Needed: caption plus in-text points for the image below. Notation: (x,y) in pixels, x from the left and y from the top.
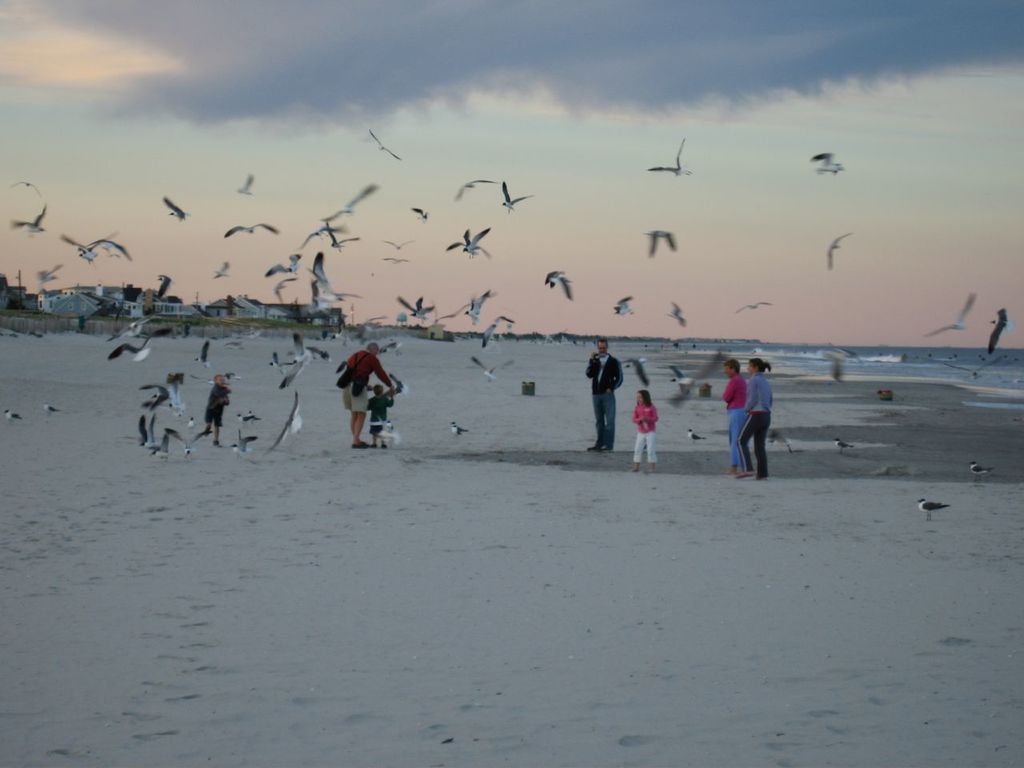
In this image we can see a group of people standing on the seashore (539,489). We can also see a group of birds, a large water body (1002,369), some buildings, trees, a wall (292,332), a container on the ground (516,446) and the sky (453,308) which looks cloudy.
